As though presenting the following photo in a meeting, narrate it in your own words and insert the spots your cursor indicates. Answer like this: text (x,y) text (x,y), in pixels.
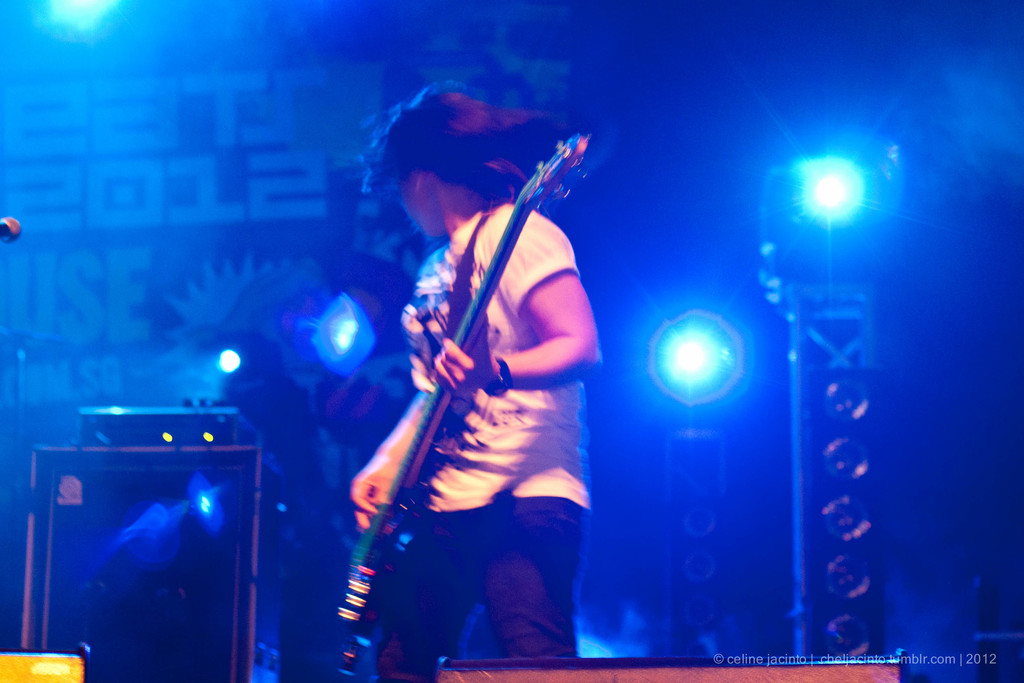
In this image I can see one person (517,315) is standing in the front (462,342) and I can see this person (412,429) is holding a guitar (439,418). I can also see this person (505,319) is wearing white colour t shirt (508,275). In the background (157,423) I can see number of lights (829,402), few black colour things (178,436) and on the left side of this image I can see a mic (11,233). I can also see something is written in the background (34,216) and on the bottom right side of this image (726,659) I can see a watermark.
